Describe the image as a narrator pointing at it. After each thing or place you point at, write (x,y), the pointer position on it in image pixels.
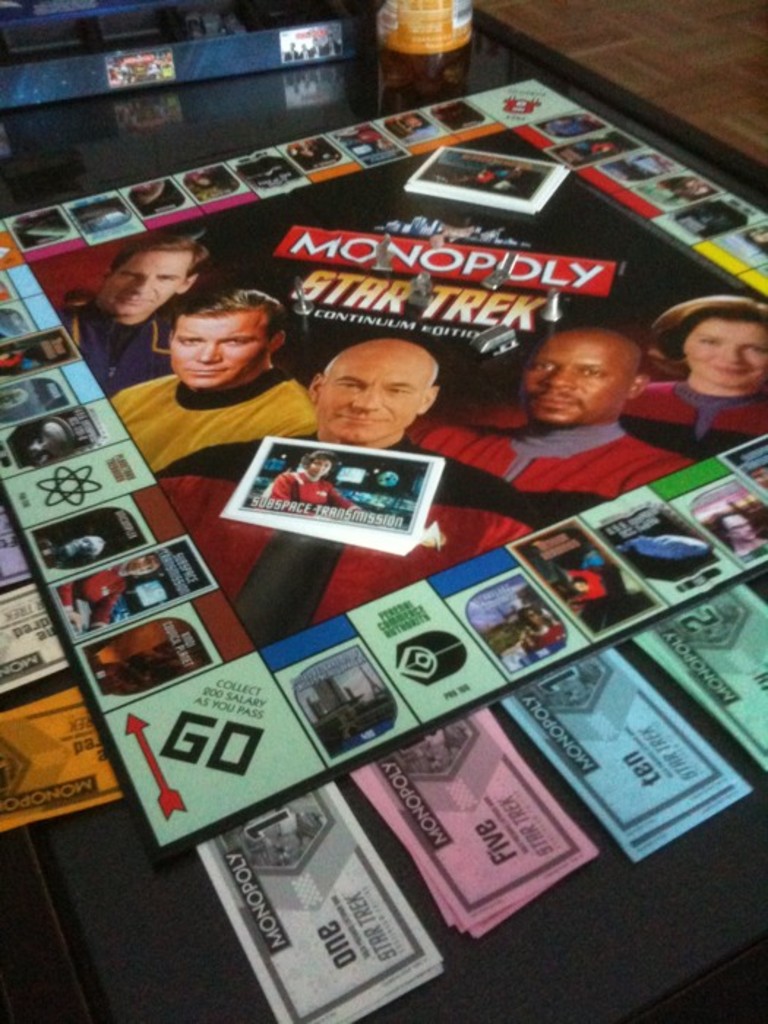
In this image we can see a poster (578,253). On the poster (578,253) we can see the two sets of cards (512,194) and few objects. Around the poster (458,468) we can see the cards (492,124). At the bottom portion (753,683) we can see the currency notes (391,810). In the background (413,34) we can see the objects (415,48).
